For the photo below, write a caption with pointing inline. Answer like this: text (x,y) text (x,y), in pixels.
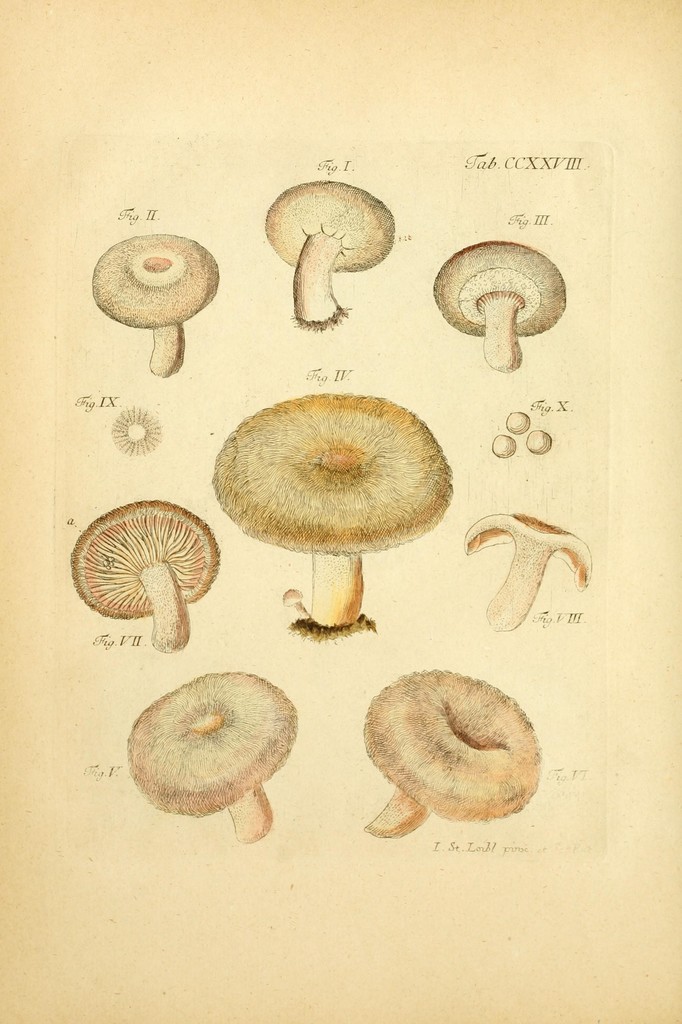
In this image I can see drawings (495,805) of mushrooms (201,781) on a paper (14,1007).
